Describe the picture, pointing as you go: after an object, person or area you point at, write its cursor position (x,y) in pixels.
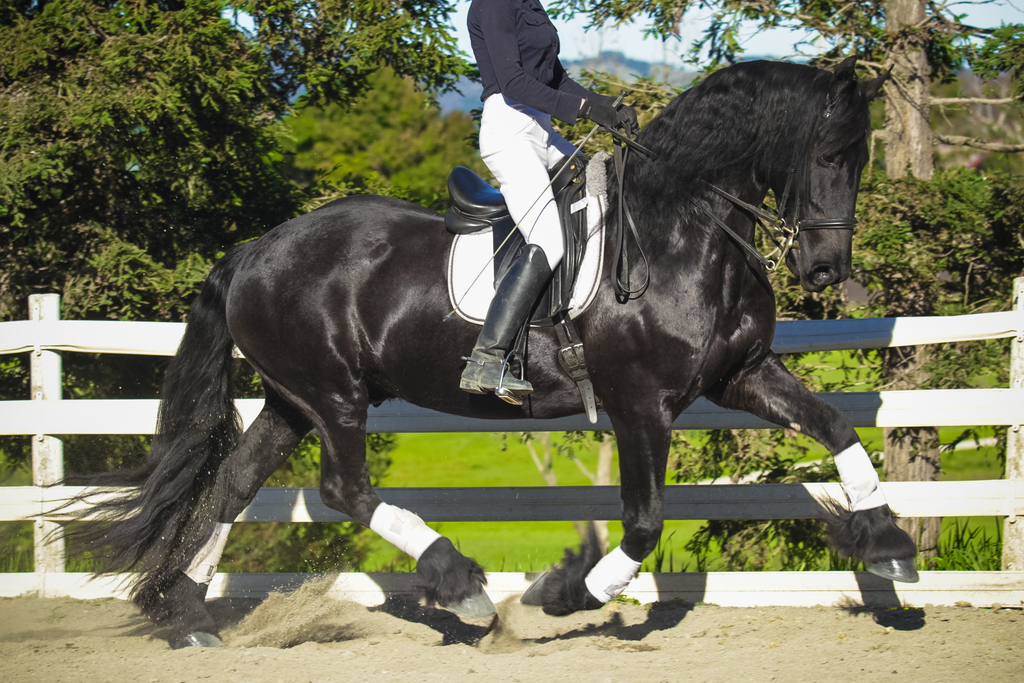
In this image I can see a person (501,39) is sitting on a black colour horse (424,562). I can see that person (501,52) is wearing black dress (517,70), white pant (520,205) and black shoes (523,273). In the background (720,1) I can see number of trees (30,40) and shadow (793,339).
